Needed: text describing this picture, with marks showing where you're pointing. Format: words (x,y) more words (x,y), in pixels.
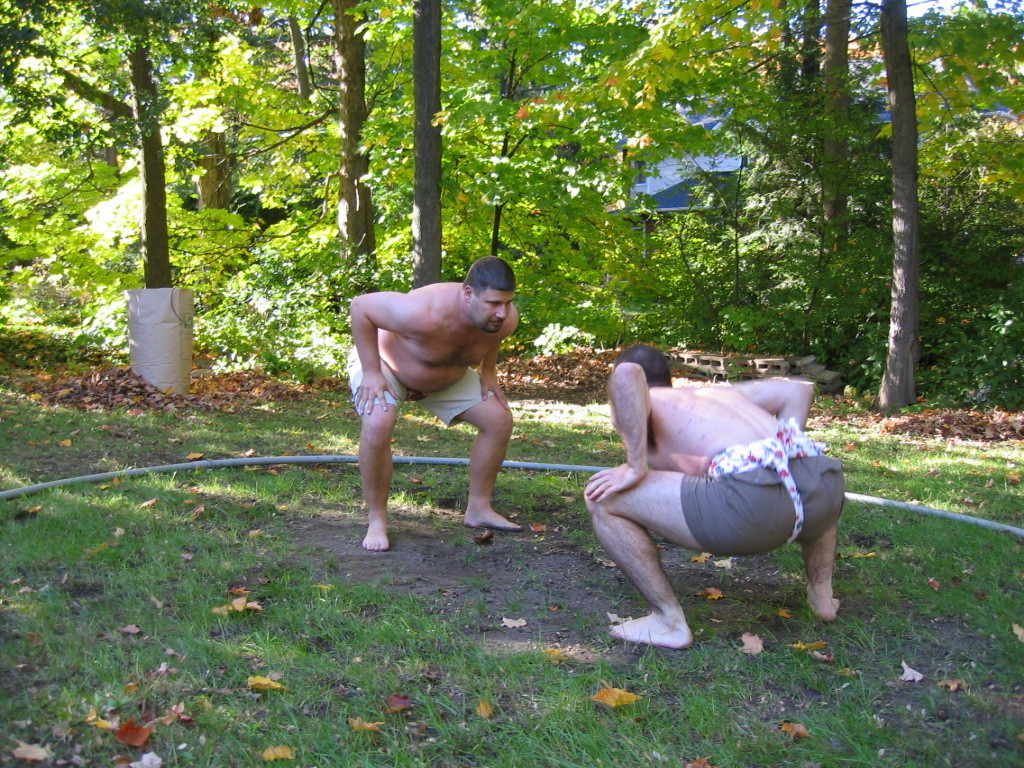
In this image, we can see two people (469,515) wearing shorts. We can see a ring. We can see the ground (215,601) covered with grass (256,644) and leaves (245,376). We can see some trees (709,246). We can also see a blue colored object (706,132).
